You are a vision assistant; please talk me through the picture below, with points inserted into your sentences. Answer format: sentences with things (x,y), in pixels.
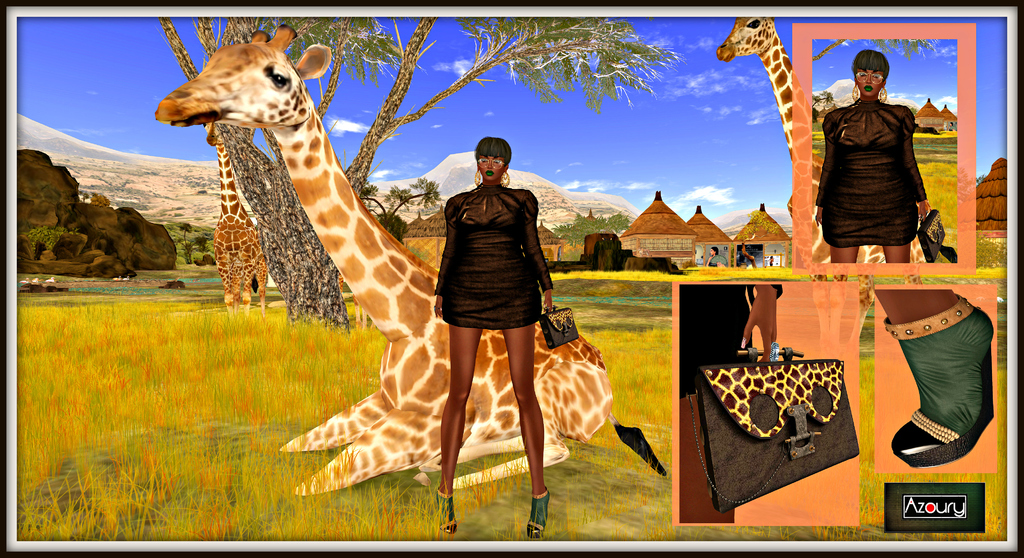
Here this picture is an animated image, in which we can see a woman (484,238) and a giraffe (348,209) present in the middle (464,309) on the ground (196,373), which is fully covered with grass (189,393) and on the right side (750,326) we can see zoomed images of her hand bag (801,387) and shoes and dress (844,203) and behind that we can see other giraffes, huts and plants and trees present and we can see clouds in the sky (524,96).
